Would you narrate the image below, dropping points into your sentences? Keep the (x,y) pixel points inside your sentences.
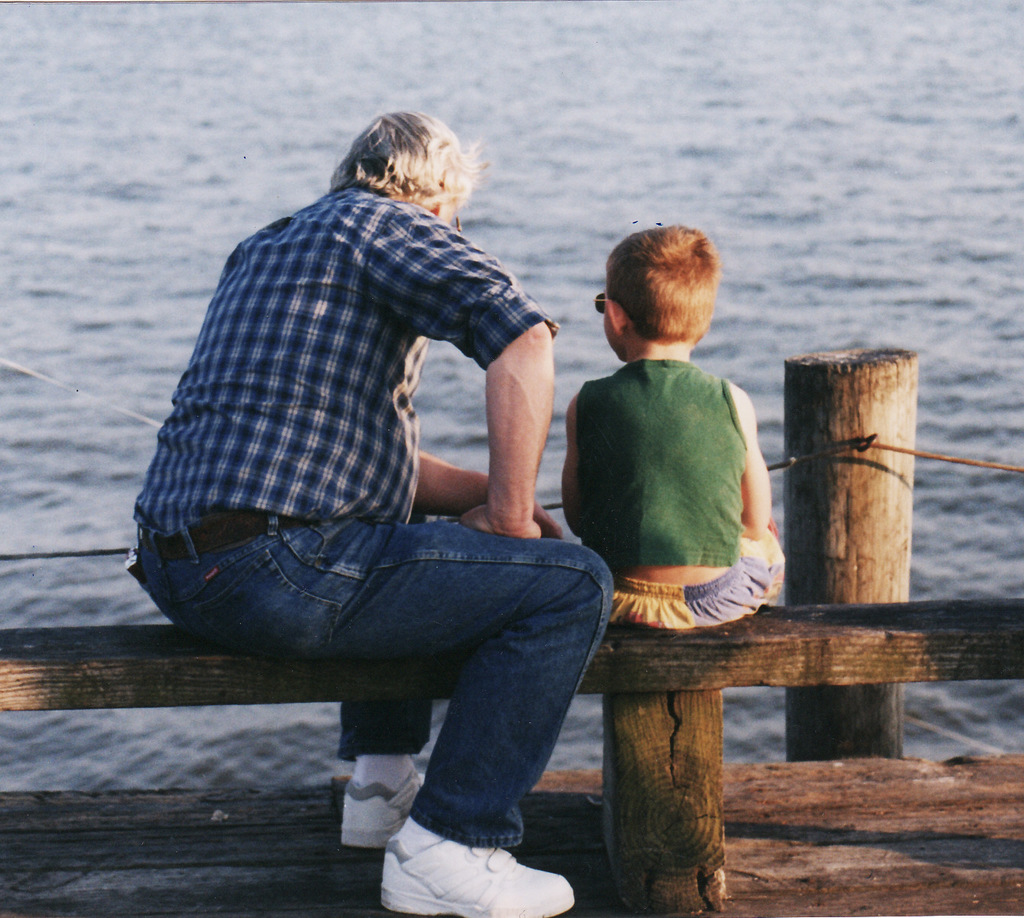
In this picture there is a person (401,537) and a kid (627,551) sitting on a wooden object (727,625) and there is water (548,129) in front of them.
